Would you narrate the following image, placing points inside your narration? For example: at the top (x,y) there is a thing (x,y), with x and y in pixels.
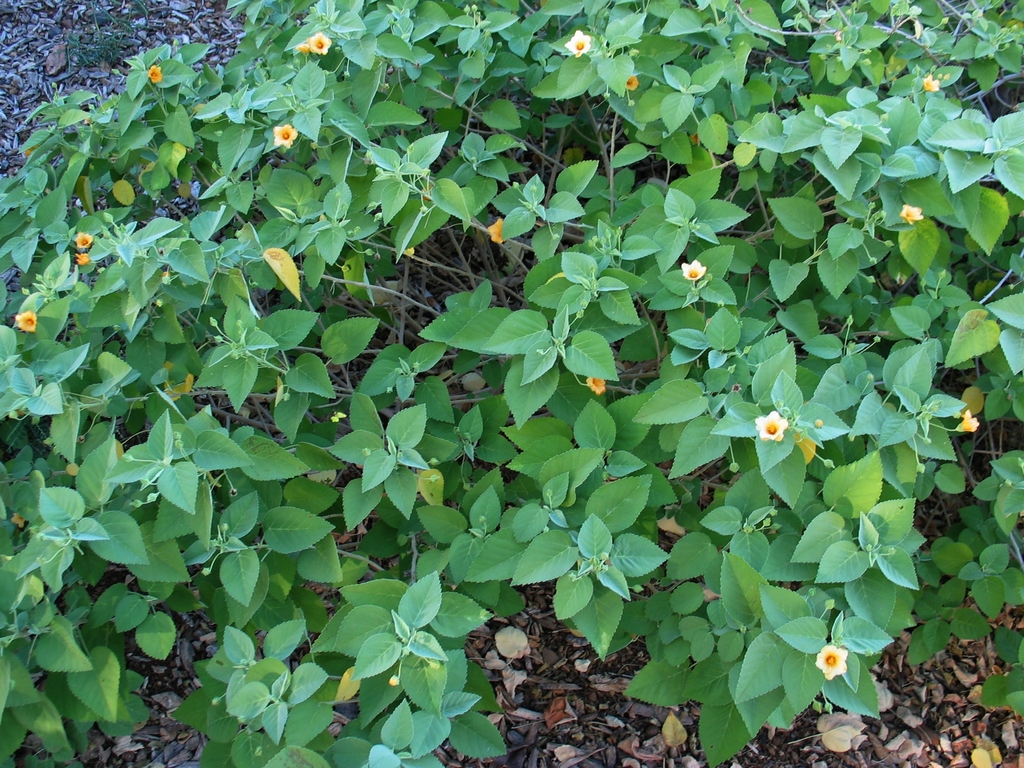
In this image we can see a group of plants (511,397) with some flowers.
